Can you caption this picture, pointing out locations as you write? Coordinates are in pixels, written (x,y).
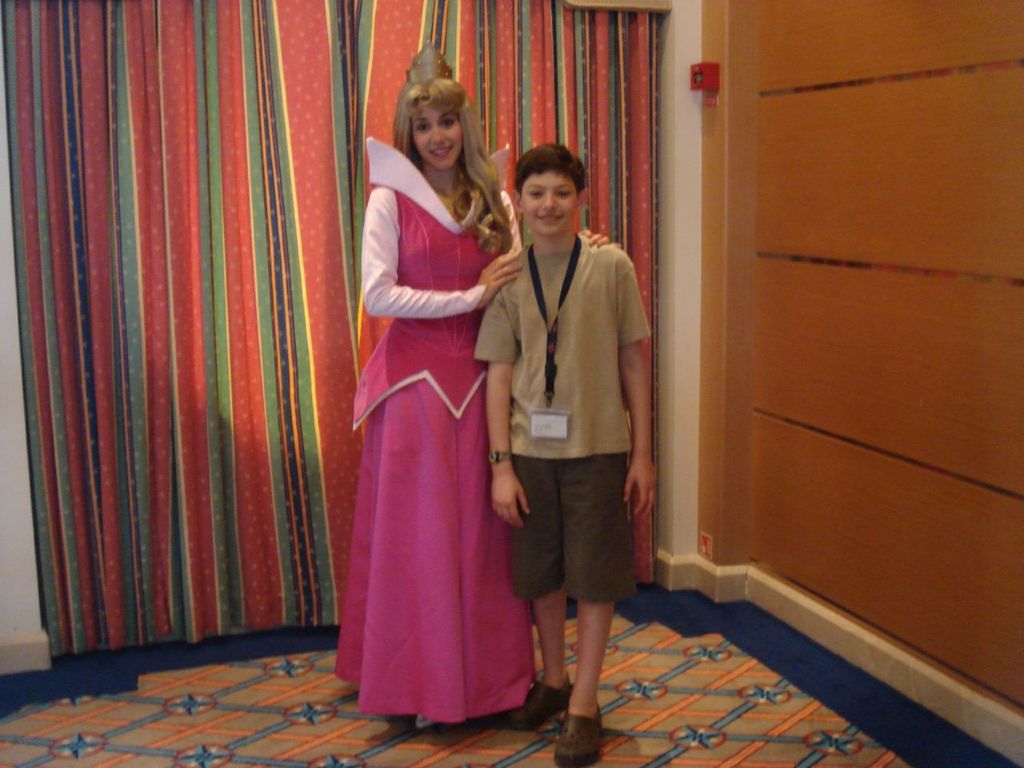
In this image we can see a woman (461,364) and a boy (529,343) standing on the floor (343,731). In the background (719,77), we can see curtains (543,110) and a box (699,78) on the wall (733,77).
